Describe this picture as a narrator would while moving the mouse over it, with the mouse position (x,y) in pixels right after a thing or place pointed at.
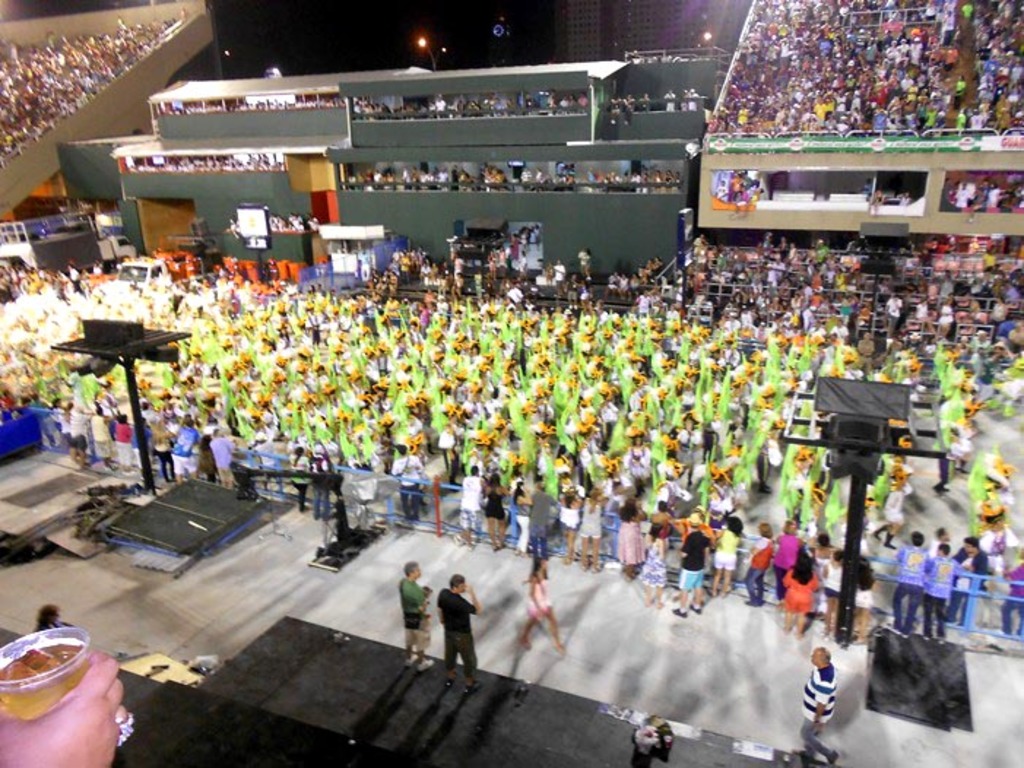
In this image, we can see a person (76,693) holding a glass (75,676) with drink (71,656). In the background (366,365), there are people (630,484) holding flags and we can see stands (133,397), railings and we can see a crowd (423,108) and there are boards (269,656), lights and some banners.
